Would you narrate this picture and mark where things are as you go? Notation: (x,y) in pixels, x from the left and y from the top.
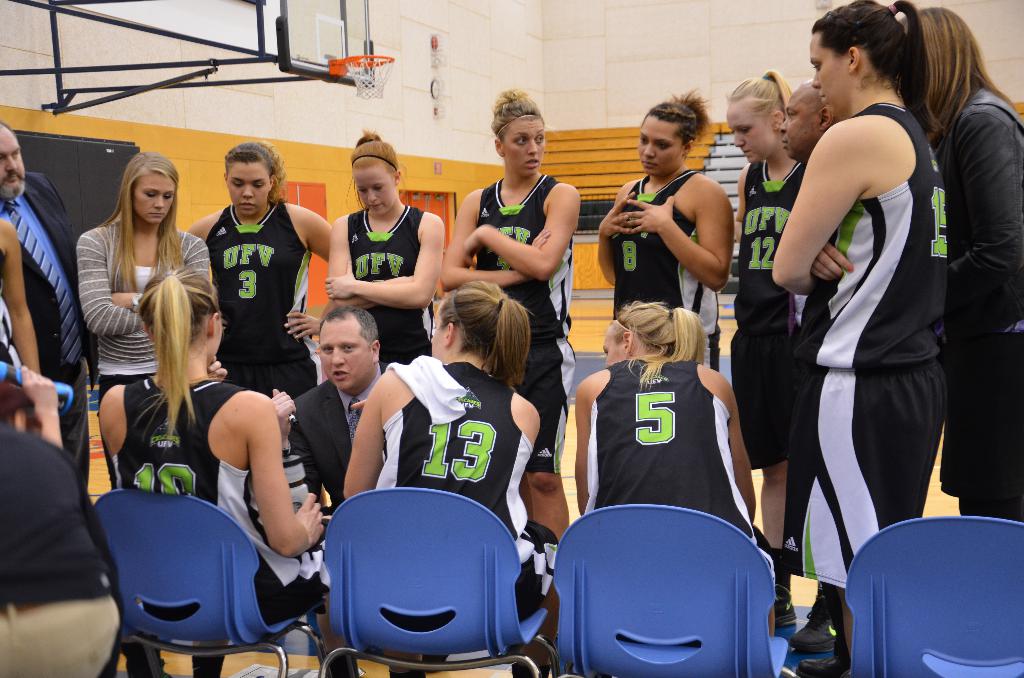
These are the 3 women (511,478) sitting on the chair (563,549) listening to the other person (339,483) who is sitting opposite to them is wearing coat (337,431) and few other people (367,276) are standing at here. Behind them there is a wall (313,182) and the top there is a basketball net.
